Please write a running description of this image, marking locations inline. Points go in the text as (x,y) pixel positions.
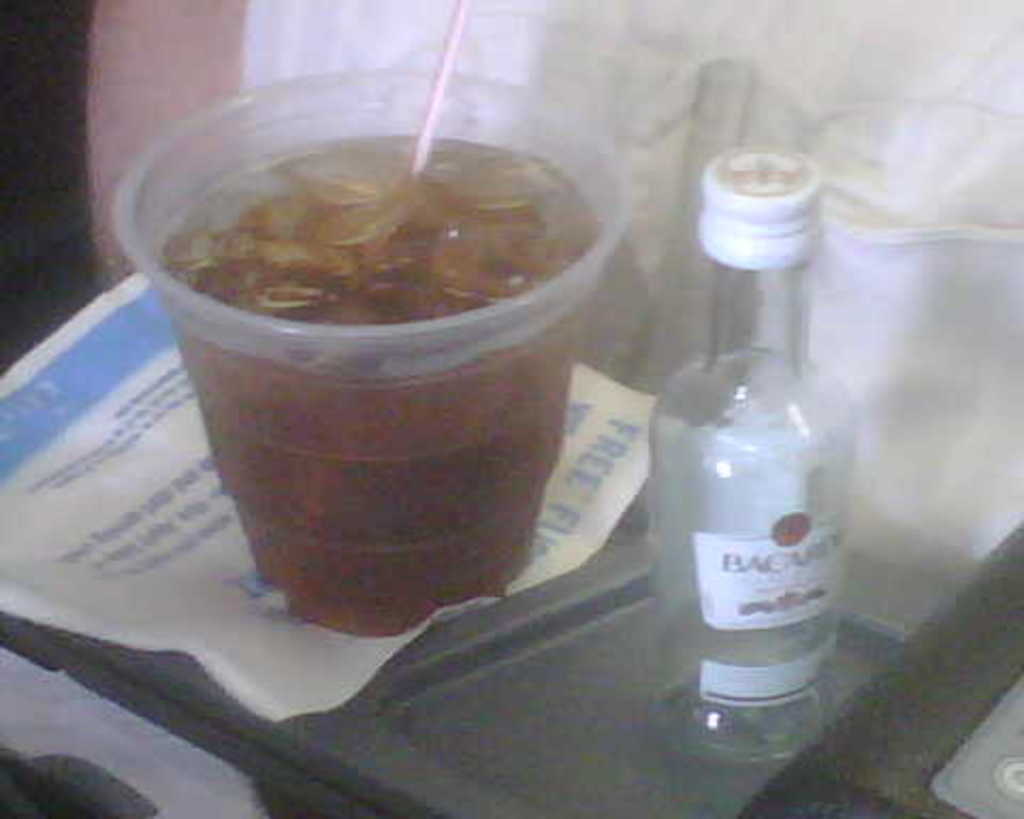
there is a glass (417,342) and a bottle (785,550).
